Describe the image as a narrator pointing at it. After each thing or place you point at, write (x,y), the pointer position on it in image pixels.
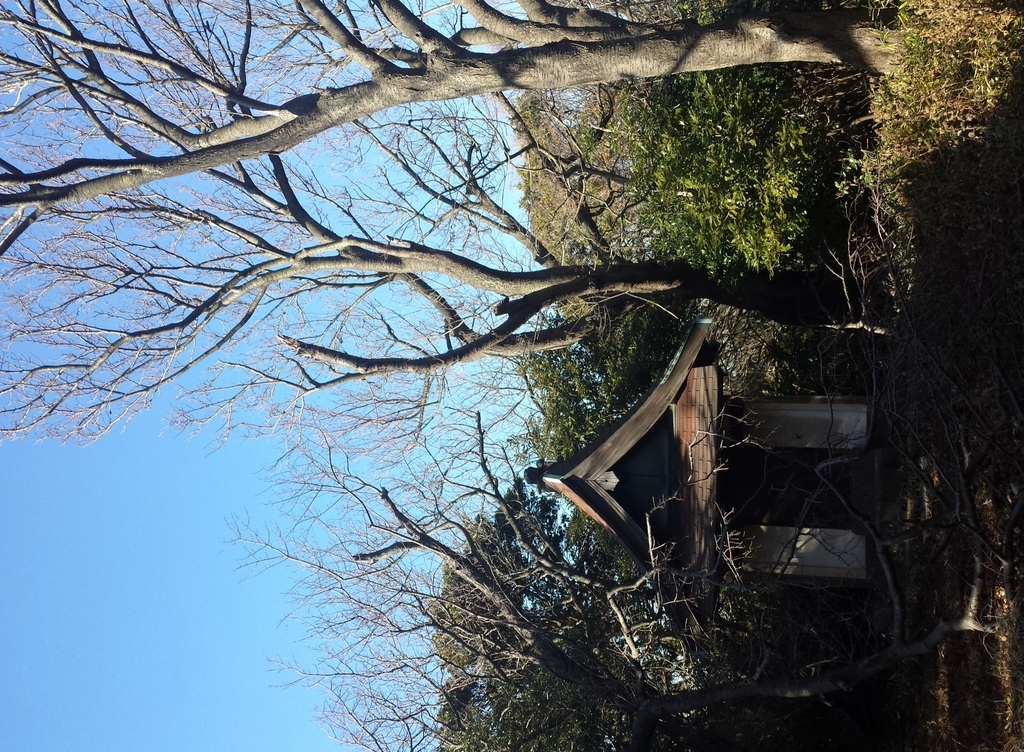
In this picture, it looks like a hut (668,465). Behind the hut (651,479), there are trees (660,322) and the sky (173,516). At the top right corner of the image (894,77), there are plants (941,119).
